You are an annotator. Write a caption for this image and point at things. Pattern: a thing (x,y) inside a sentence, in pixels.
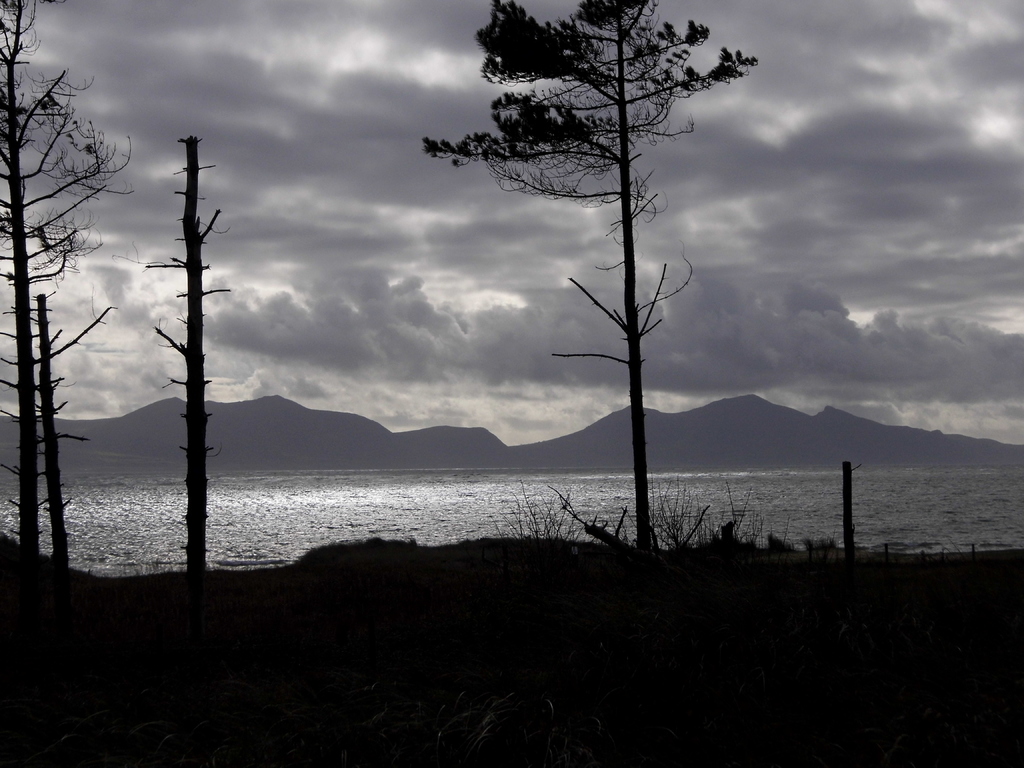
In this image at the bottom (519,612) there are some plants (731,651) and poles (848,546), and in the foreground (81,123) there are some trees (527,109). In the background (444,498) there are mountains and river (622,501), and at the top (887,184) there is sky (429,261).
